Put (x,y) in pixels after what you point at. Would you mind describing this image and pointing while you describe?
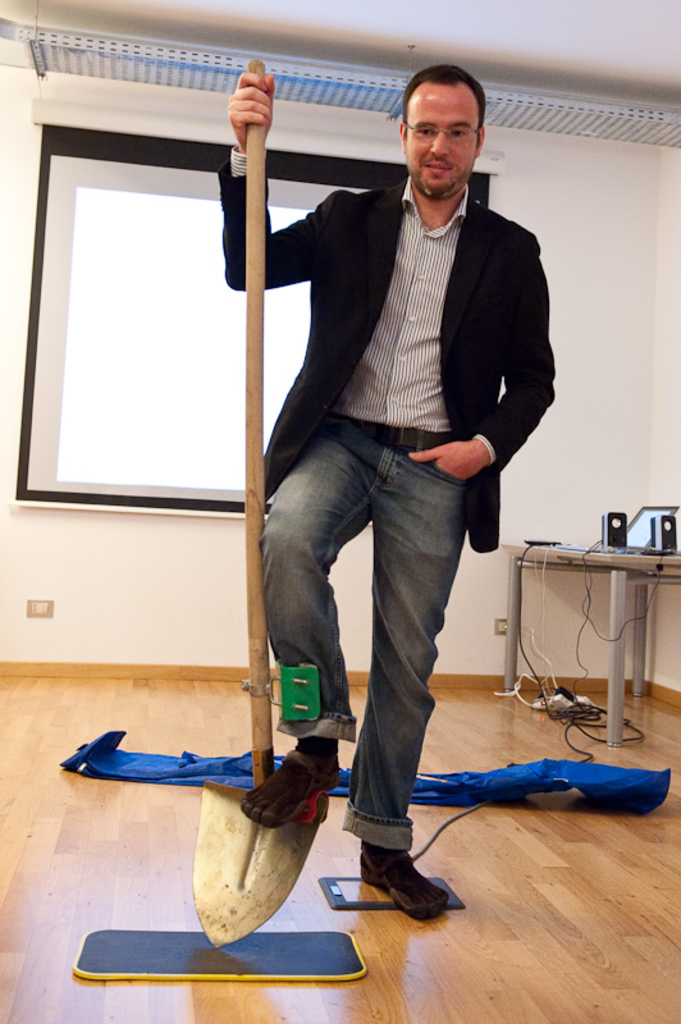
In this image, we can see a person (454,454) standing and wearing clothes (424,407). This person (413,359) is holding a shovel (252,295) with his hand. There is a screen (158,320) on the wall (71,560). There is a table (589,557) on the right side of the image (636,548) contains laptop (645,544) and speakers (613,544). There is a cloth (502,787) on the floor (114,784).
